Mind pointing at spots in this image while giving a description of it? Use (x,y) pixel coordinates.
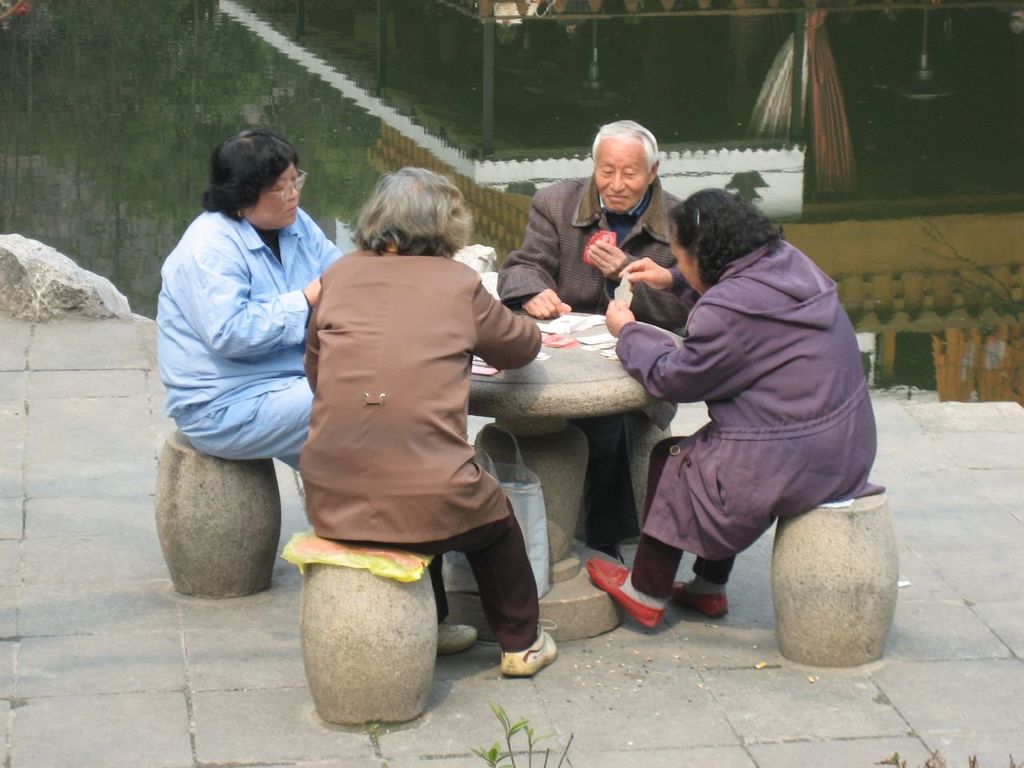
In this image I can see four persons (438,183) are sitting on the stone stools (855,517) and playing cards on the table (566,383). In the background (994,301) I can see water (506,193), and lamps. This image is taken during a day.
